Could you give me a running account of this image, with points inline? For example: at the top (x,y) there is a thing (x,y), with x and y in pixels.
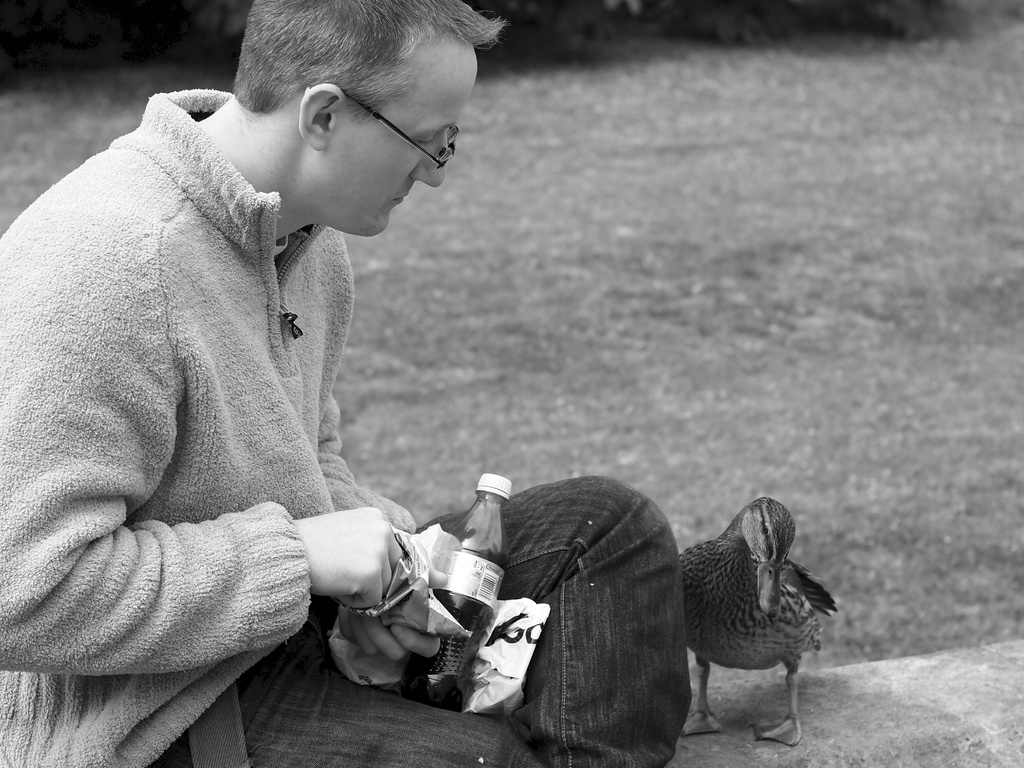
In the foreground of this image (231,517), on the left (241,576), there is a man (332,599) sitting and holding a packet (426,590) and we can also see a bottle (489,528) and a cover (502,677) on his laps (481,730). Beside him, there is a duck (772,605). In the background (741,333), it seems like a lawn (695,205).
